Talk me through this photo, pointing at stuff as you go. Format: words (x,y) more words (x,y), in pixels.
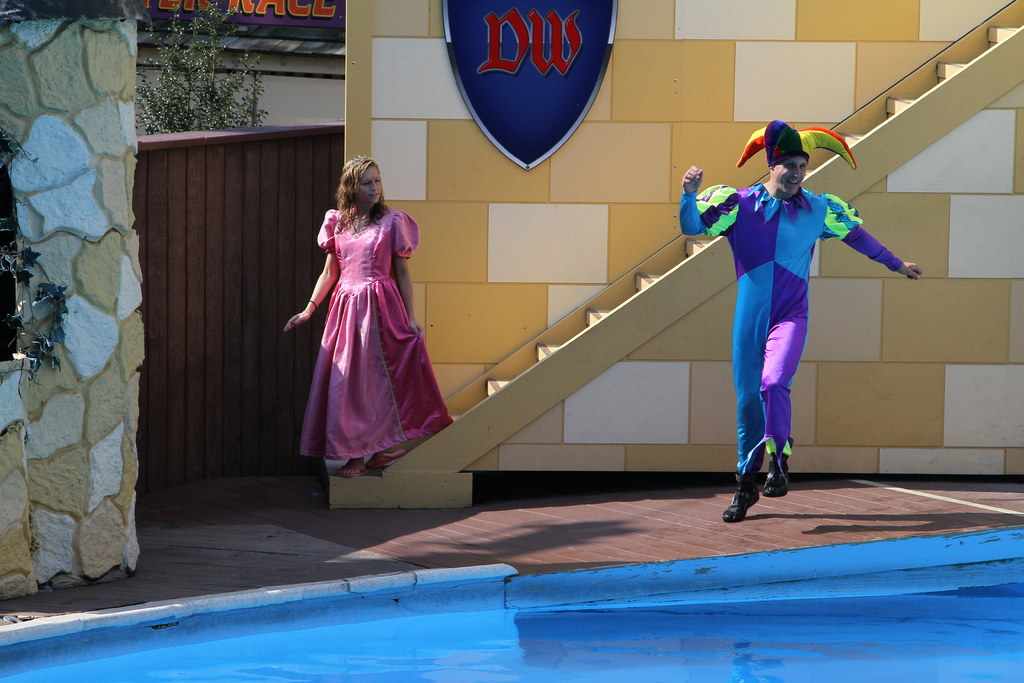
At the bottom of this image (507,642) there is a pool (451,640). On the right side (774,240) there is a person (764,292) wearing a costume (782,350), smiling and dancing. On the left side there is a woman (351,406) standing on the stairs (414,446) and looking at this person (756,231). At the back of her there is a board (513,37) attached to the wall (475,193). Beside her there is a wooden plank (242,229), at the back of it there is a plant (192,96). On the left side (65,337) there is a wall (71,316) and also few leaves (3,274) are visible.
